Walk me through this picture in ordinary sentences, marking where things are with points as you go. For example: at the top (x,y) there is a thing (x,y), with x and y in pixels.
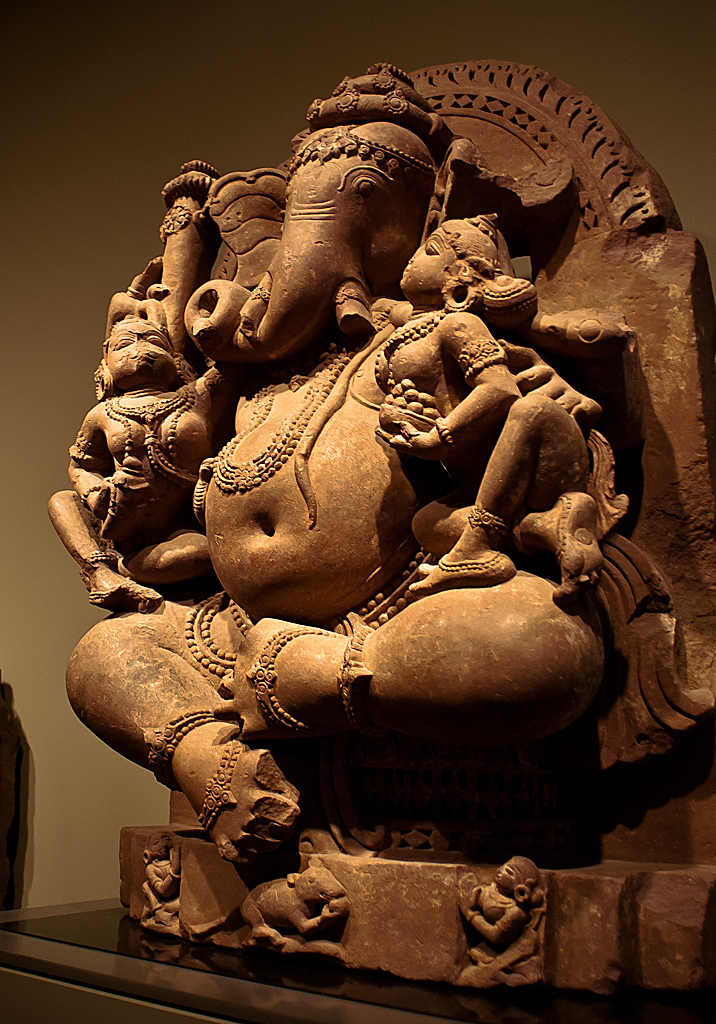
In this image we can see a Ganesh idol (383,575) on the table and in the background (71,164) we can see the wall (529,15).
